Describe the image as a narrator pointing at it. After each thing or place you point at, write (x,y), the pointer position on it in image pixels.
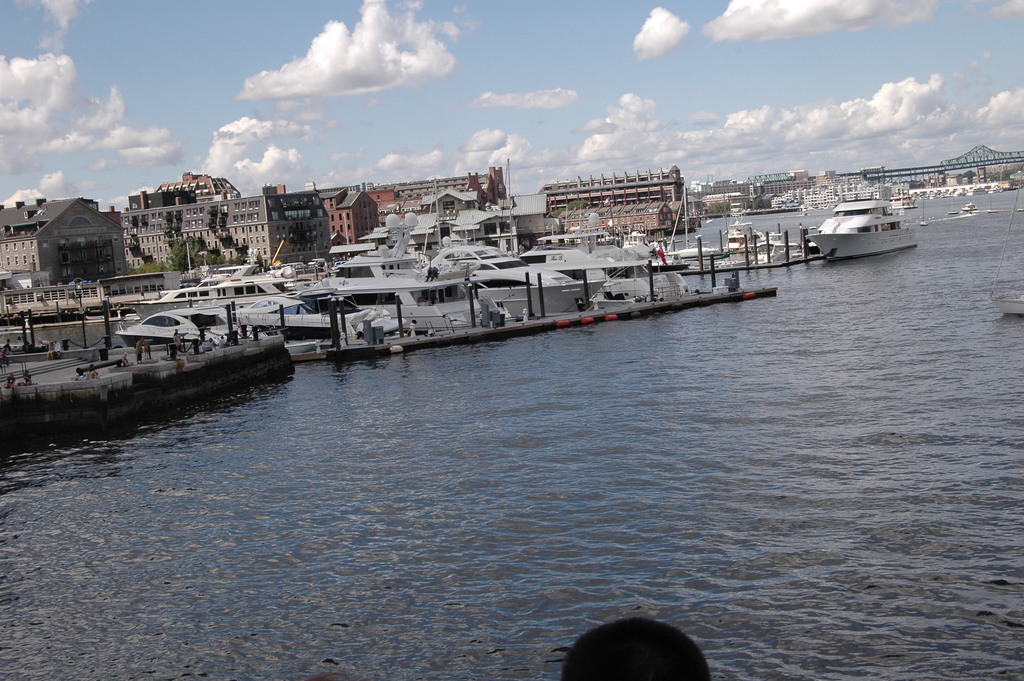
In this image, I can see the boats (819,234) on the water (606,388). There are buildings (219,241) and trees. On the right side of the image (929,180), I can see a bridge (973,162). In the background (185,157), there is the sky (571,114).
